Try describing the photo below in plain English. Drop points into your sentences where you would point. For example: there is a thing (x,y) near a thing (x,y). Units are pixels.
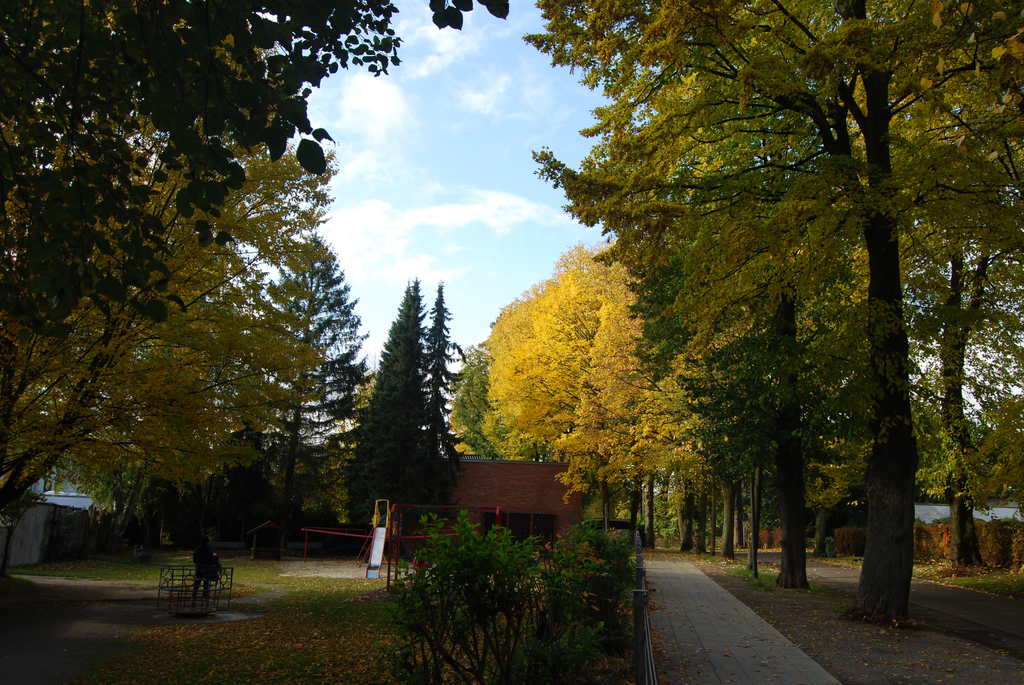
In this picture I can see a house (470,490), there are plants (457,518), trees (167,478), and in the background (445,232) there is the sky (427,243).
